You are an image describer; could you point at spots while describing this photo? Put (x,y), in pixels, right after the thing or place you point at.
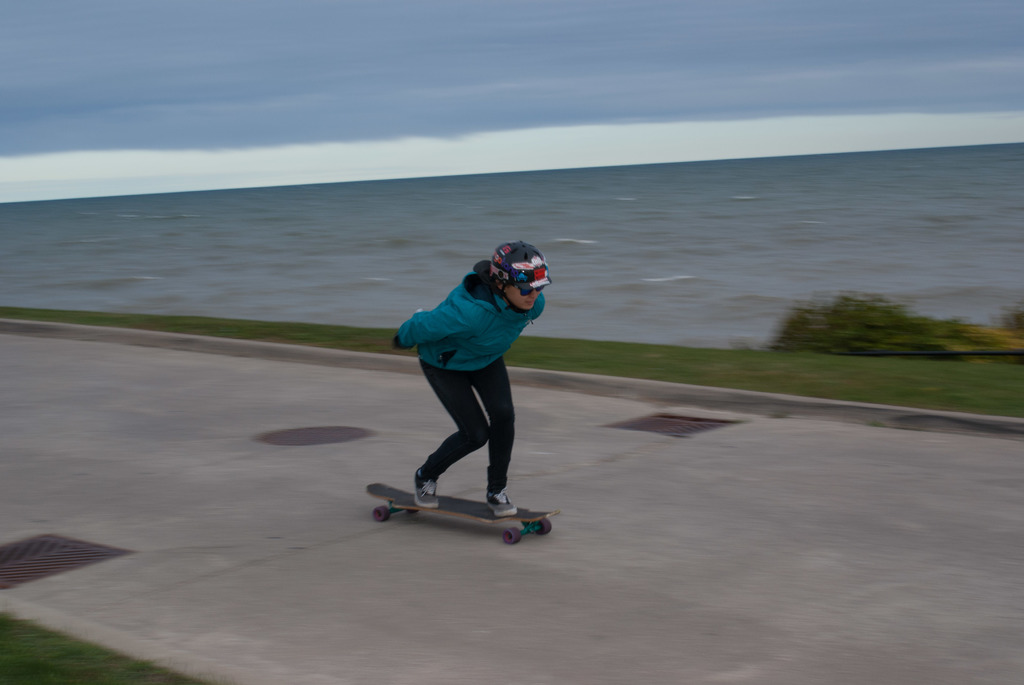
In the center of the image (431,369) we can see a lady (431,460) is standing on a skating board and wearing a coat (522,320), goggles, cap (512,274). In the background of the image (641,219) we can see the water (677,216), plants (889,332), grass (670,361), road (474,454). At the top of the image (494,98) we can see the clouds (479,89) are present in the sky (97,91).
